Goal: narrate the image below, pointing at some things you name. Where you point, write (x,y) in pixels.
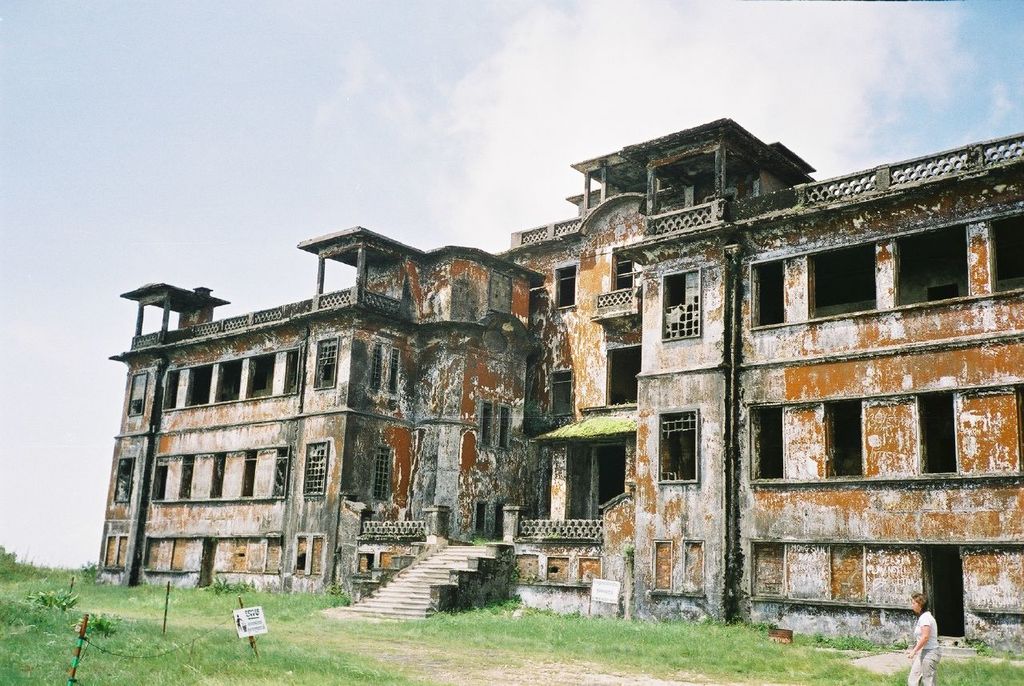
In the center of the image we can see the stairs (452,550). In the background of the image (420,534) we can see the buildings (446,394), windows (963,294), plants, grass (153,615), fence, board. At the bottom of the image (544,666) we can see the ground (549,666). In the bottom right corner (930,620) we can see a lady (938,646) is walking on the ground (851,669). At the top of the image (495,58) we can see the sky (333,223).
